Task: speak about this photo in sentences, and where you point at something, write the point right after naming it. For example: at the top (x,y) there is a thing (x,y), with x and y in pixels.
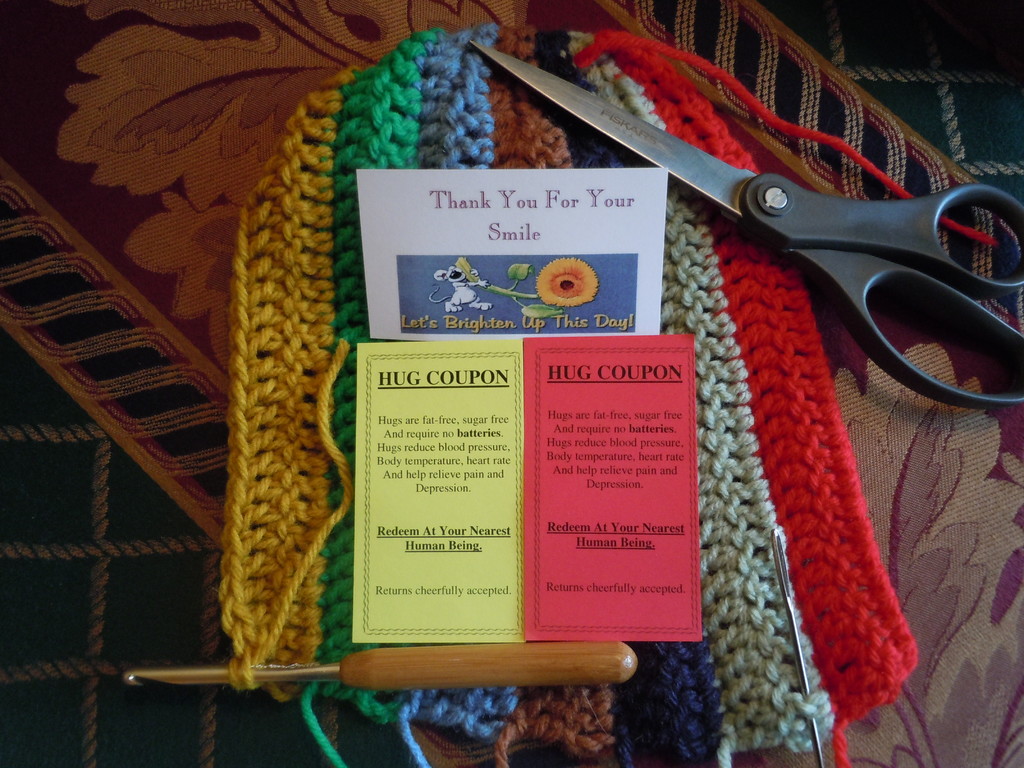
In the image in the center (514,396), we can see the banners (603,370), woolens (793,379) in different colors, one scissor (836,276), woolen needles (594,676) etc.
